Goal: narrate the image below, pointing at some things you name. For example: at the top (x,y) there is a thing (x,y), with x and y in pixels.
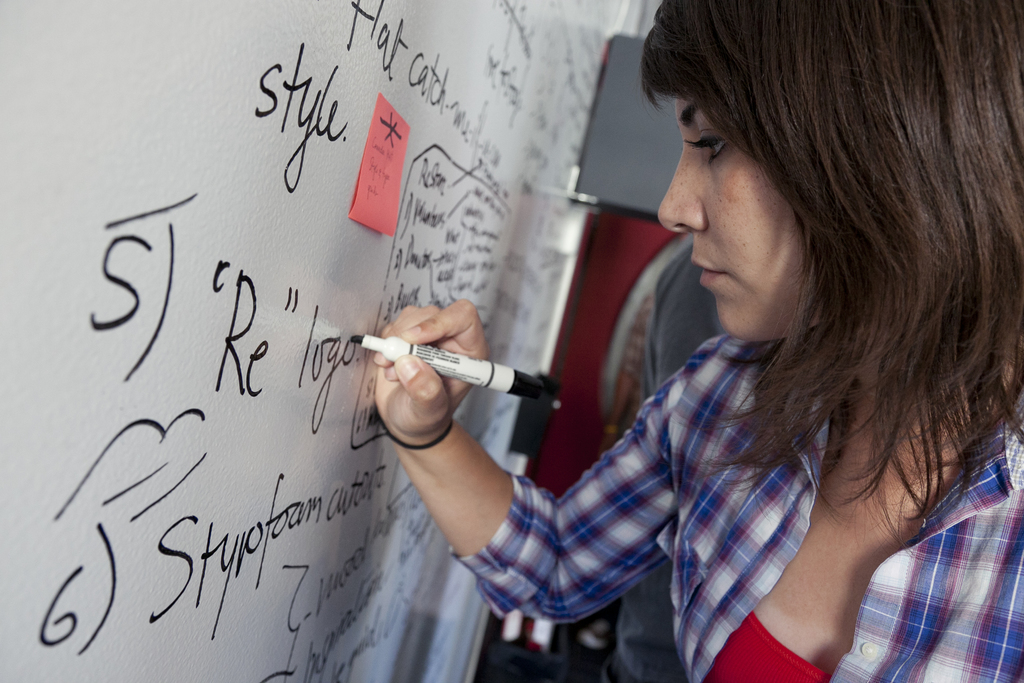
In this image I can see on the left side (173,87) there is a white color board (308,223), on the right side (969,75) a beautiful girl (725,349) is writing on the board (367,363) with a black color marker (472,369), she wore shirt (732,470) and red color top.
